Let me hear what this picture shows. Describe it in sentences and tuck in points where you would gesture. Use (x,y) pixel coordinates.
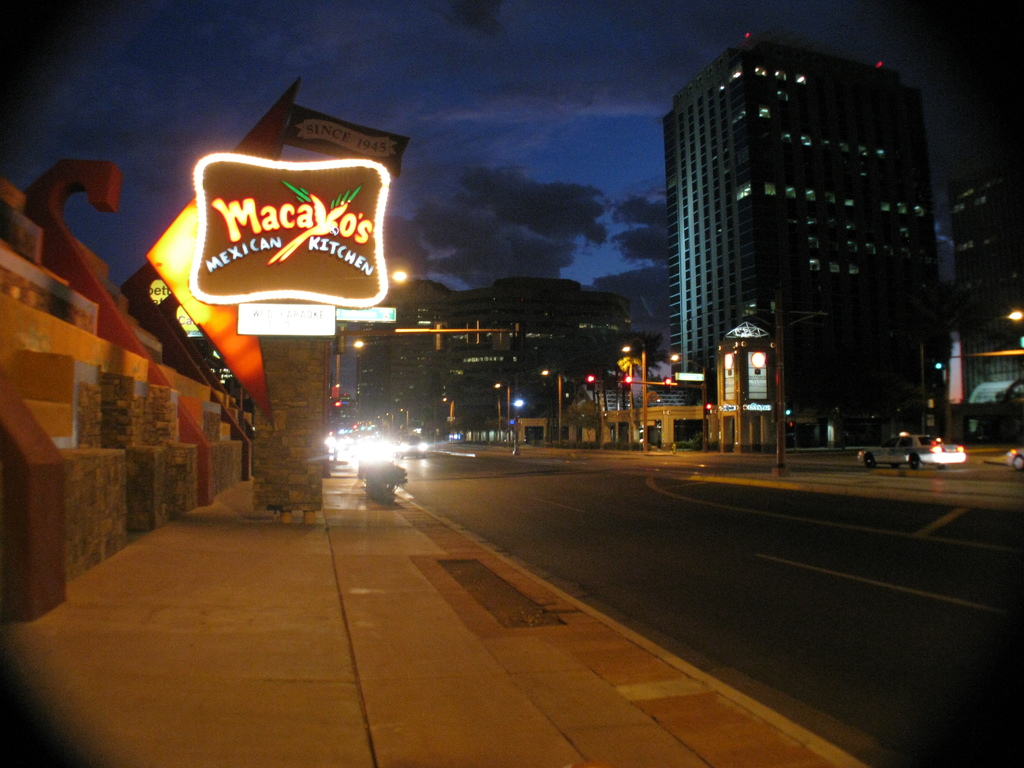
In this image I can see the road (730,586), the sidewalk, few vehicles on the road (487,485), few boards (324,311), few lights (302,166), few poles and few buildings (553,318). In the background (587,223) I can see the sky (550,159).
